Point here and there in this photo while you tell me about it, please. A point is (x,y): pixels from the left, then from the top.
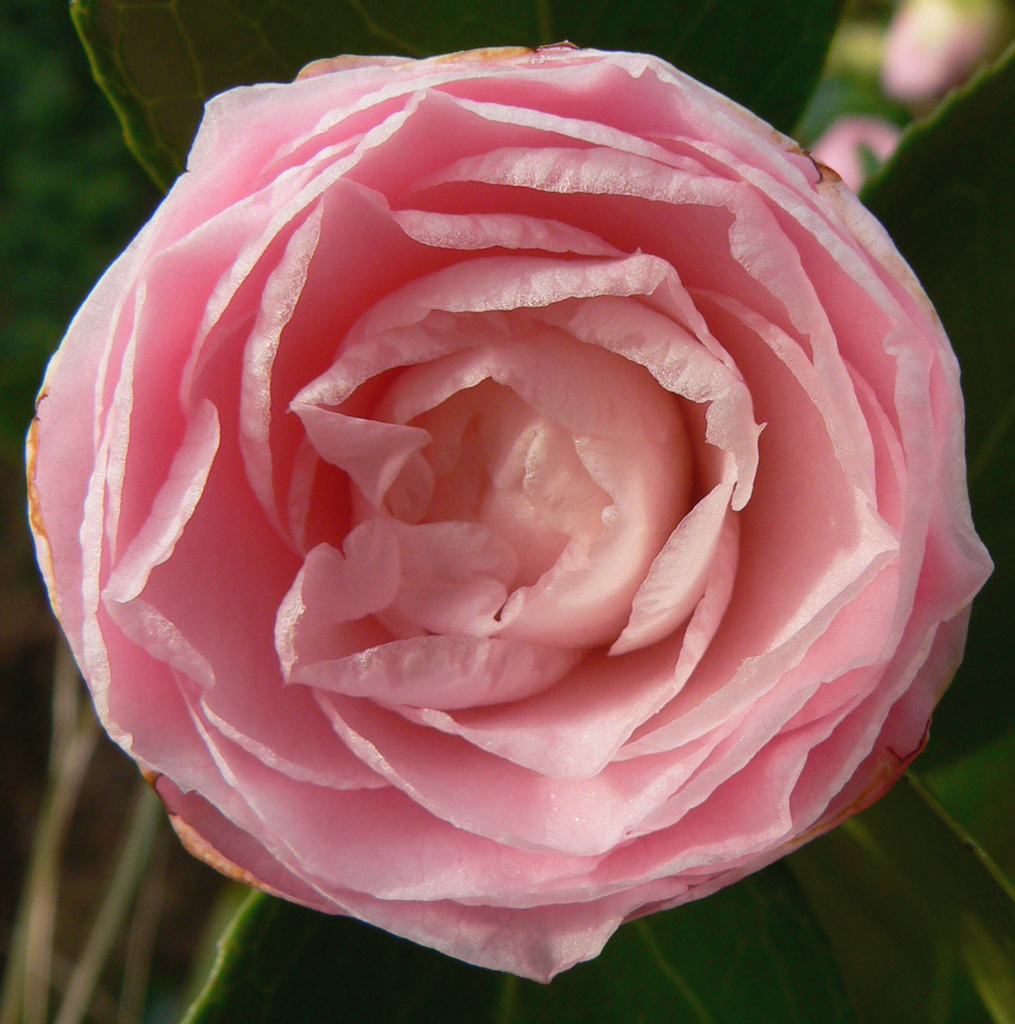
In this picture there is a rose (293,287) in the center of the image (575,538) and there are leaves (852,936) in the background area of the image (241,950).
